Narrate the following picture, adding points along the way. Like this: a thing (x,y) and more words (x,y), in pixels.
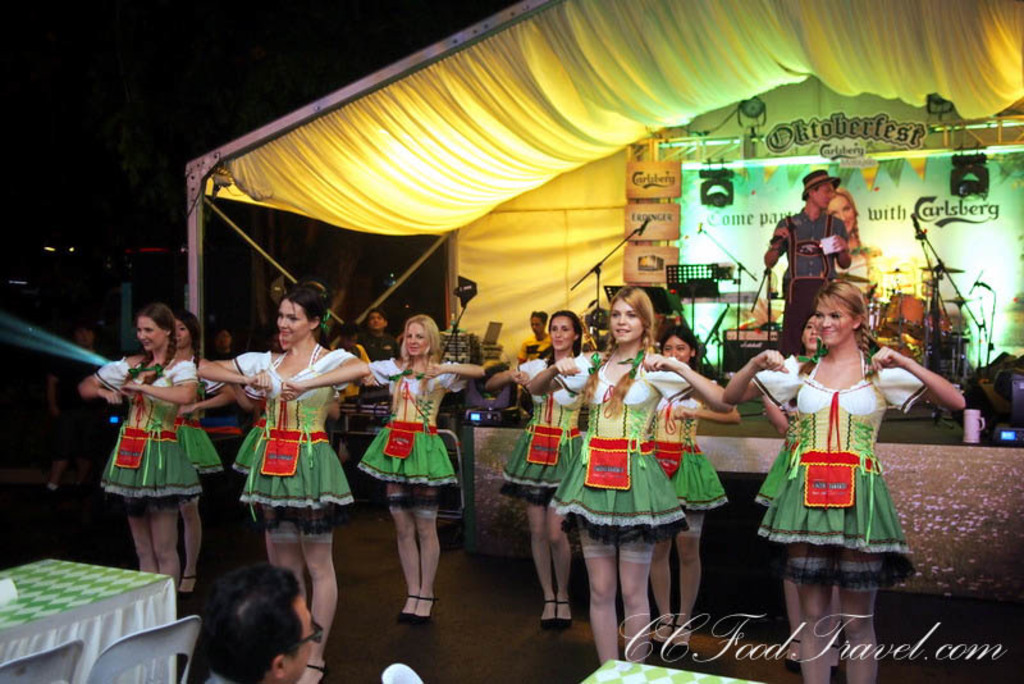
In the center of the image (425,409) we can see few people (374,440) are standing and they are performing and they are smiling. And we can see they are in same color costumes (628,435). In the bottom of the image (406,679), we can see tables (82,637), chairs (162,683), one person (269,622) etc. In the background (1022,565), we can see one stage (1010,326). On the stage (752,462), we can see one person (808,286) standing and holding some objects (833,248) and he is wearing a hat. And we can see one tent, banners (997,204), microphones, few people (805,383), musical instruments (916,319) and a few other objects (484,342).
